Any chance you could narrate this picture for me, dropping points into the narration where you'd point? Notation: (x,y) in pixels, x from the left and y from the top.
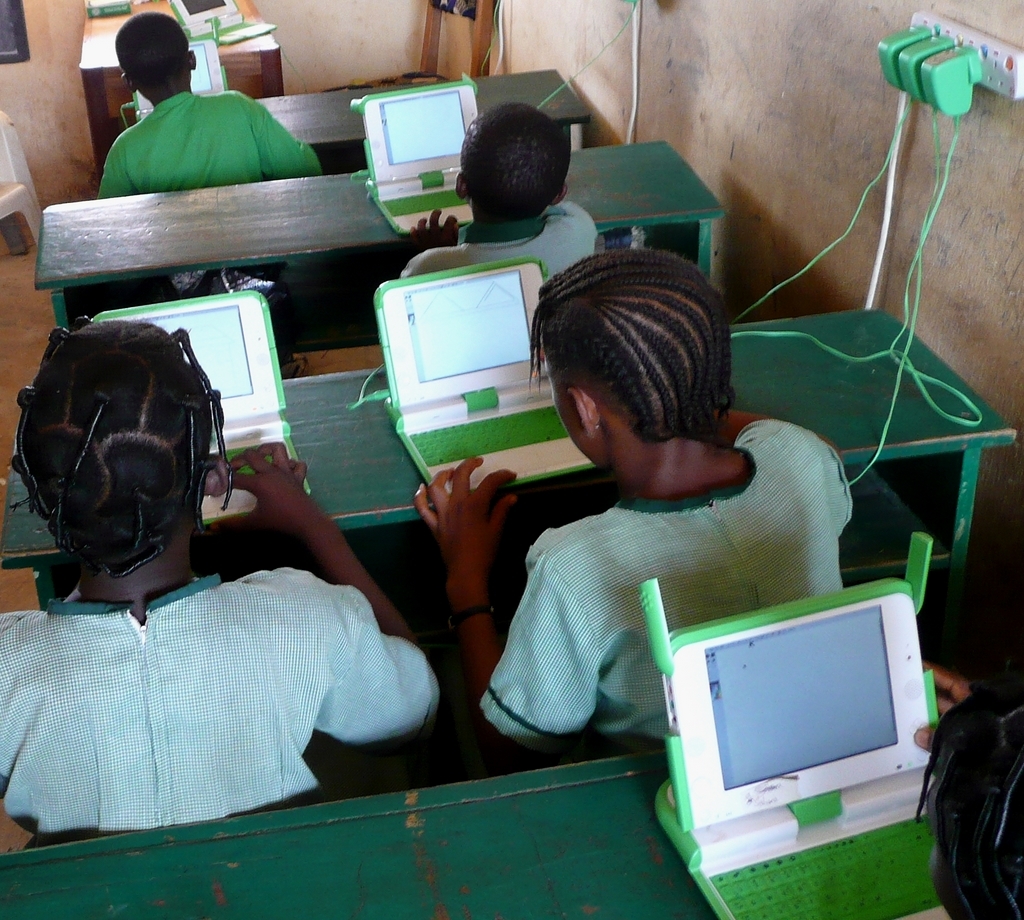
In this picture I can see few persons (212,468) are using the laptops (670,699) at the center (607,587). On the right side (1011,62) there is an electric board (990,80).
